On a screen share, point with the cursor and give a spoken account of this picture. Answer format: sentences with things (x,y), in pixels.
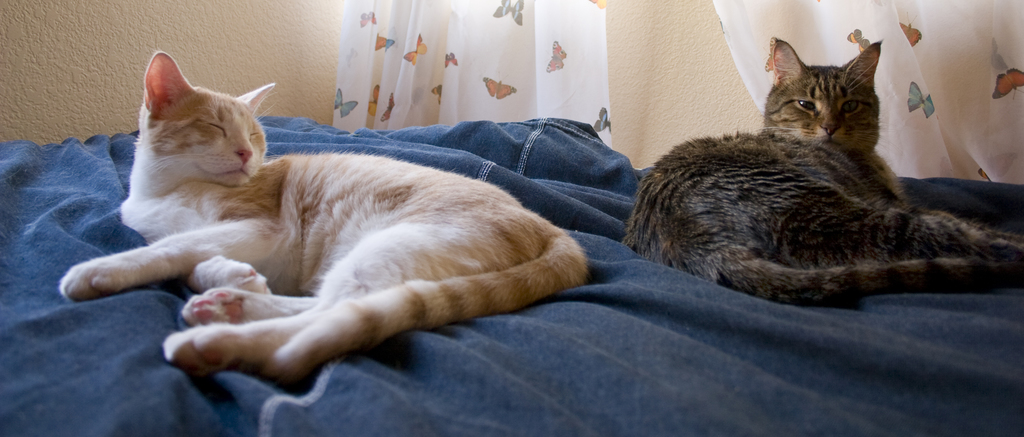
In this image we can see few cats (745,197) lying on the bed (587,215). There are few curtains (560,49) in the image.
